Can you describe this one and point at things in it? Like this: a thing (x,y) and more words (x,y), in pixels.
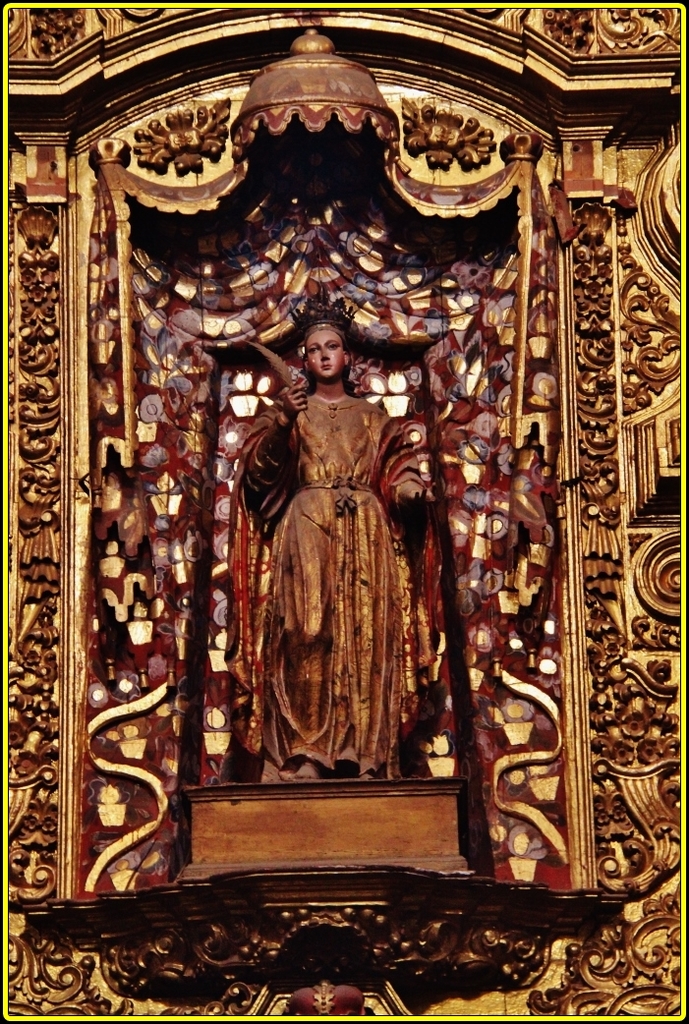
This image is consists of a sculpture (399,646) in the image.
